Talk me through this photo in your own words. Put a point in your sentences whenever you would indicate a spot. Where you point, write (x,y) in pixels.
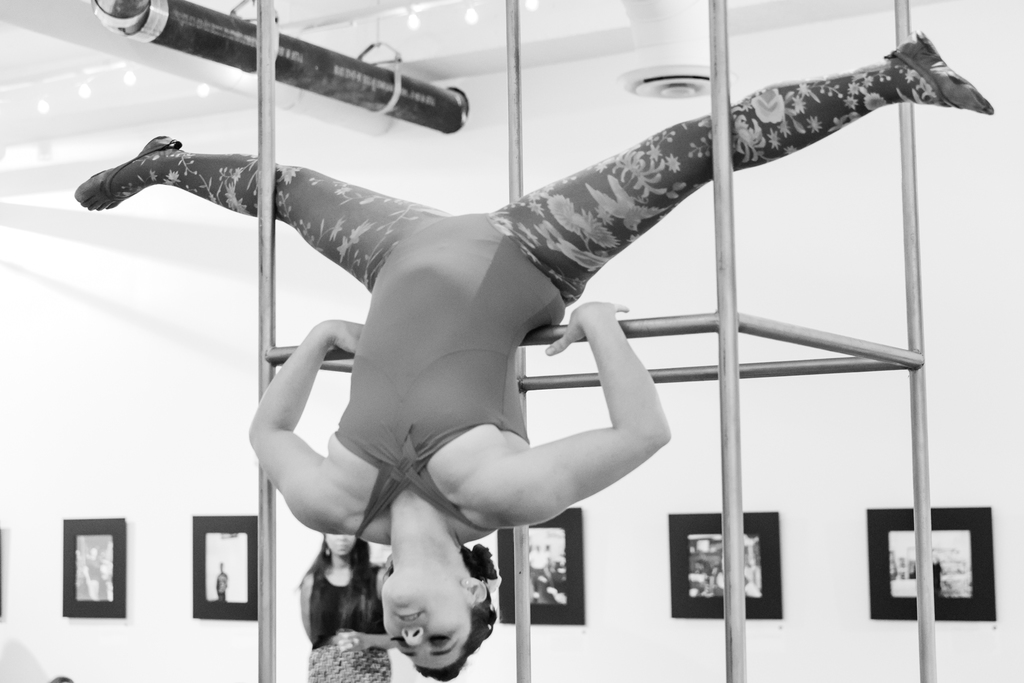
As we can see in the image there is a white color wall (169,544), photo frames (212,520) and two women (432,279) over here.
